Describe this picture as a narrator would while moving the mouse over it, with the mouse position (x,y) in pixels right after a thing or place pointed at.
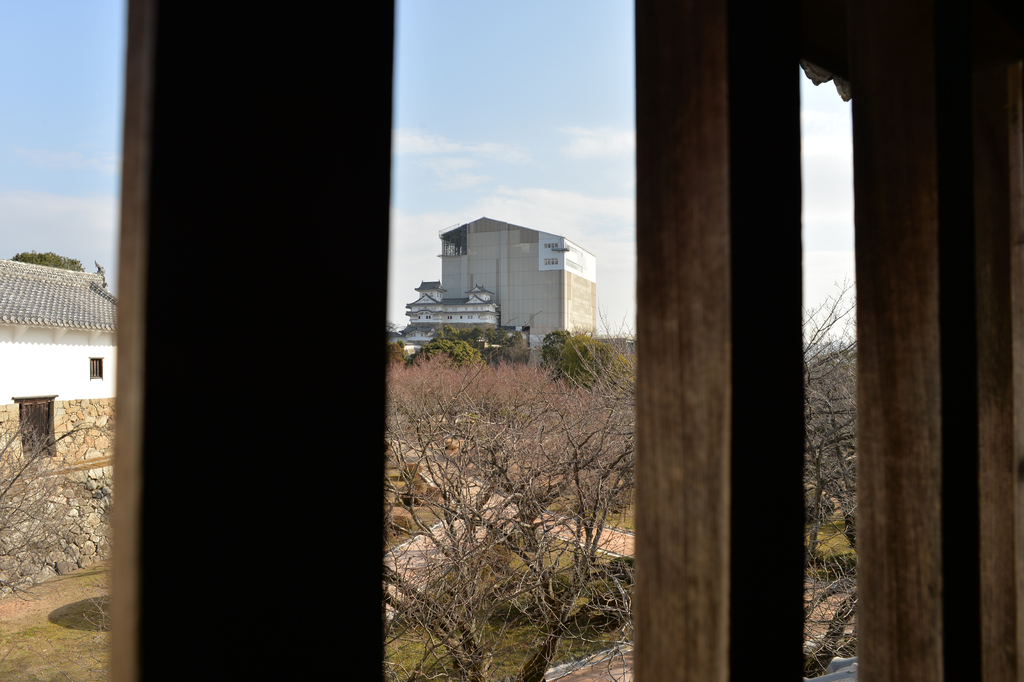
This image consists of wooden sticks (733,447) in the front (989,375). In the background (528,455), there is a building (555,268) along with trees (494,485) and plants (488,468). At the bottom (33,618), there is ground (35,608).
